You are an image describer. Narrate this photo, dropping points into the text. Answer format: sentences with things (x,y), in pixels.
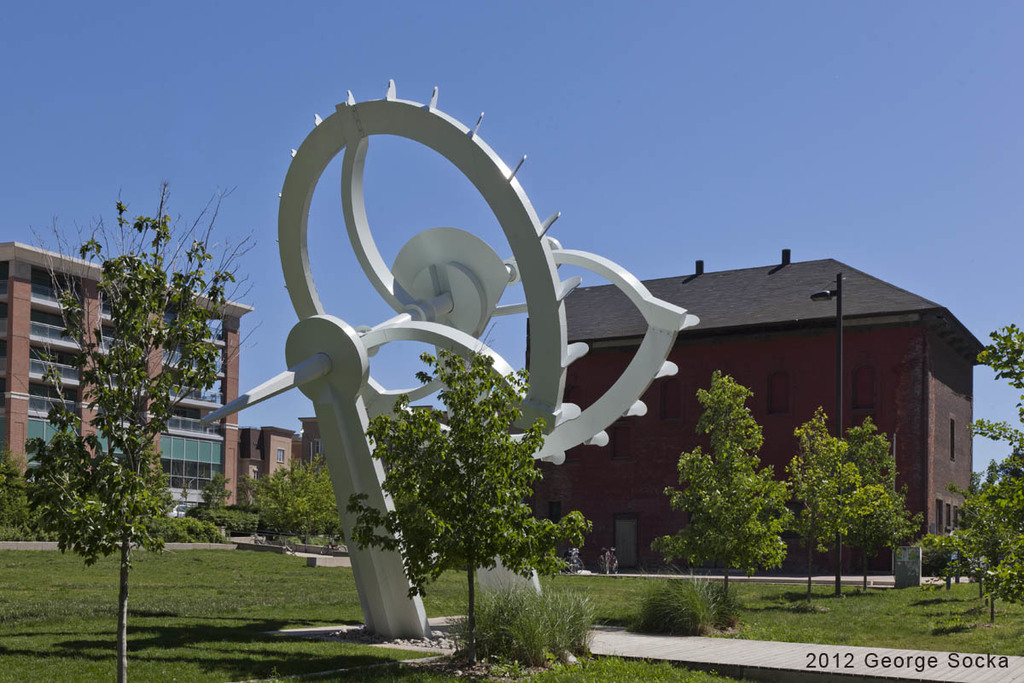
In the center of the image (457,339) we can see a statue (438,348). We can also see a group of plants (436,540) and grass (464,596). On the backside (634,559) we can see some buildings (260,434), a house (681,435) with roof (848,307) and windows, a street pole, a board (910,584) and the sky (692,185) which looks clear.
